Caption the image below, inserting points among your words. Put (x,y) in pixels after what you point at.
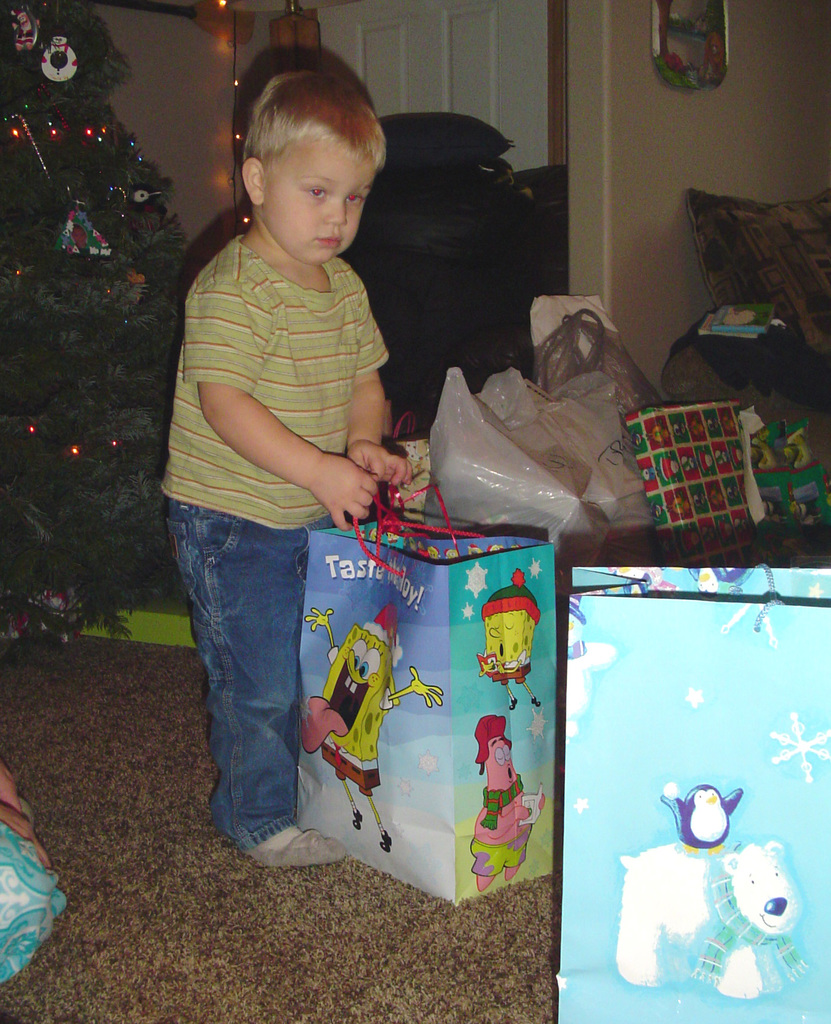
In this picture I can observe a boy (206,360) standing on the floor (211,820). On the left side (98,257) I can observe Christmas tree (61,339). The boy (253,565) is holding blue color cover (380,648) in his hand (336,485). I can observe some covers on the right side (691,473). In the background (628,119) there is a wall (645,156).
